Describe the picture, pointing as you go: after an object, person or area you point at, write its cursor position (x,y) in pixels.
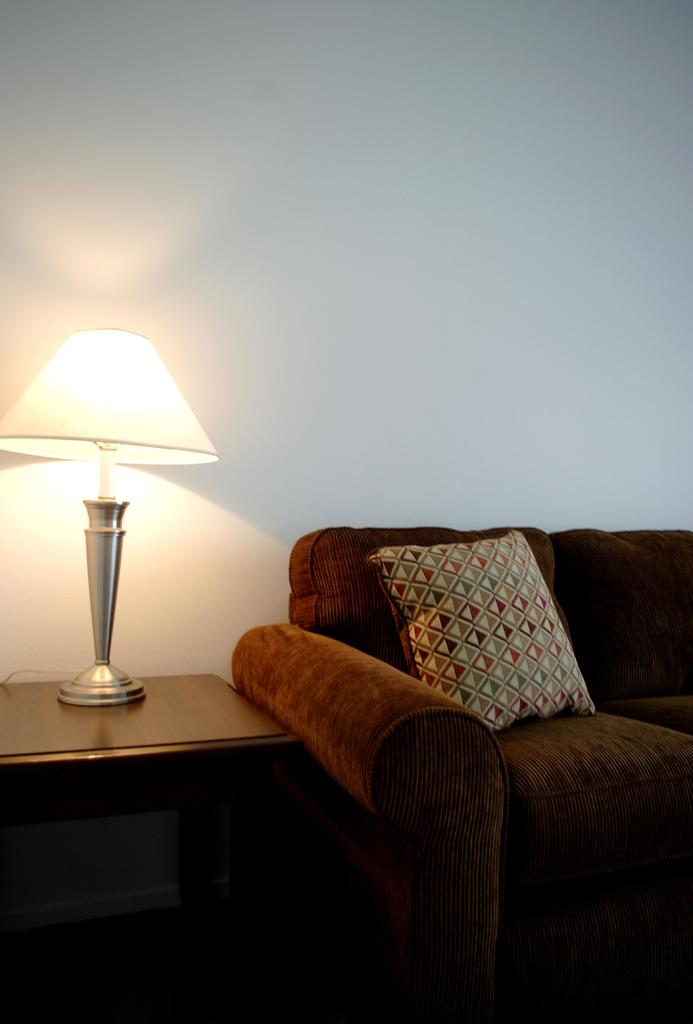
here we can see a sofa set (690,628) on the ground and pillows (480,712) on it, and at side here is the table (237,719) and lamp (64,695) on it, and here is the wall (467,218).
